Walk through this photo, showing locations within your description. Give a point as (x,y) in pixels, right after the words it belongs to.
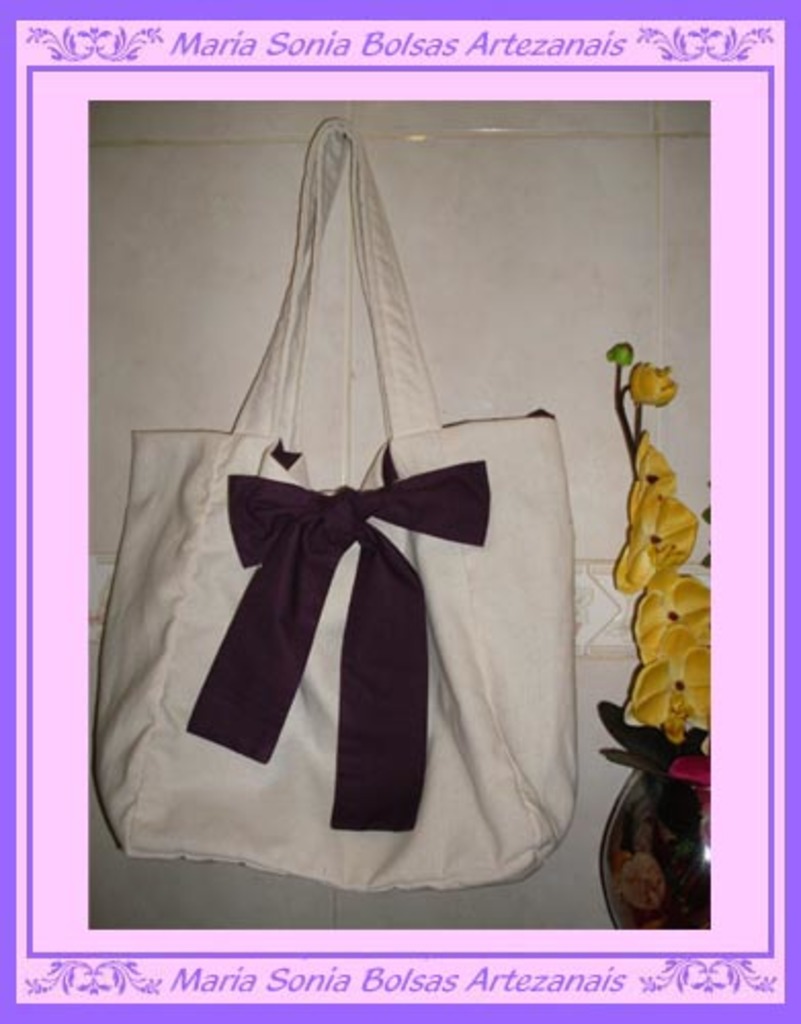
As we can see in the image there are white color tiles (600,361), bag (314,514) and flowers (655,534).
